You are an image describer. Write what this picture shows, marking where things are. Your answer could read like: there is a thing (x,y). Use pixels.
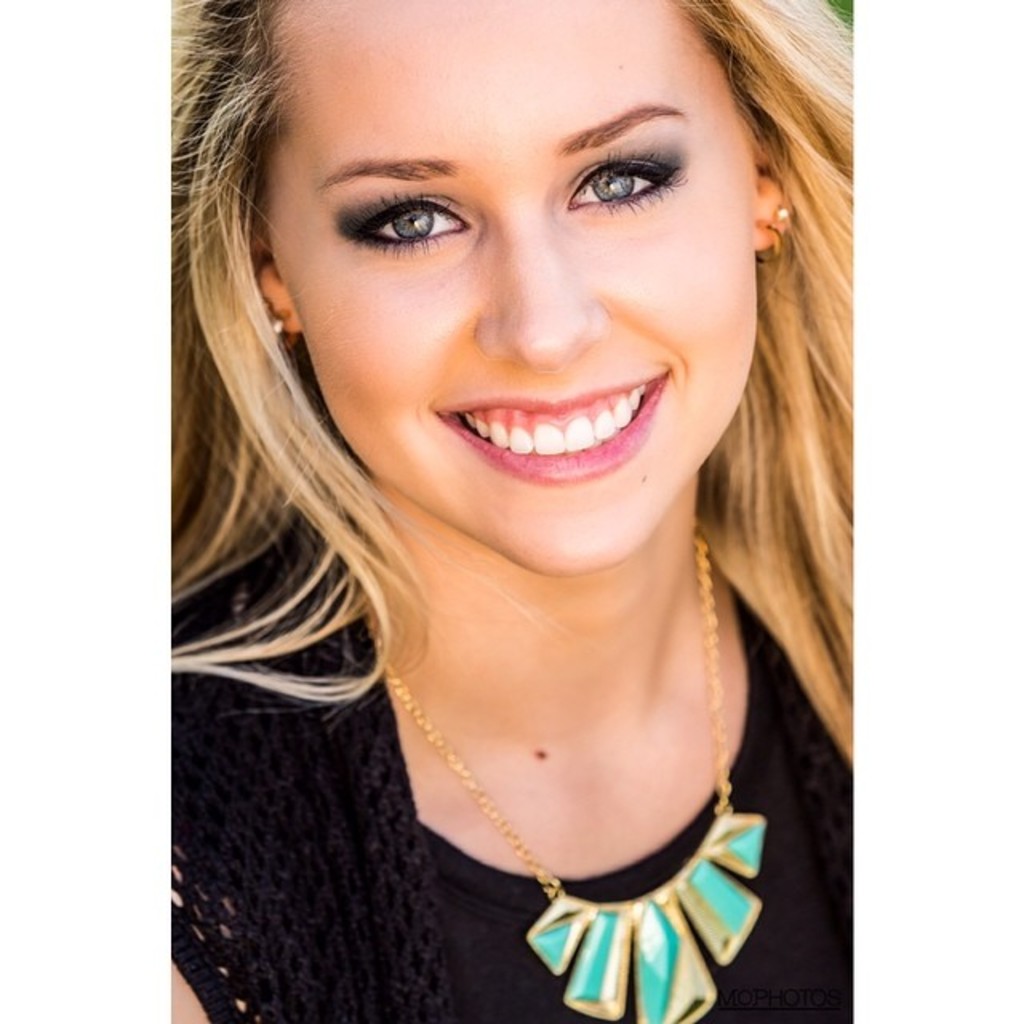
In this image I can see a woman (476,482) and I can see she is wearing black colour dress (742,1013). I can also see smile (534,423) on her face (549,413).
